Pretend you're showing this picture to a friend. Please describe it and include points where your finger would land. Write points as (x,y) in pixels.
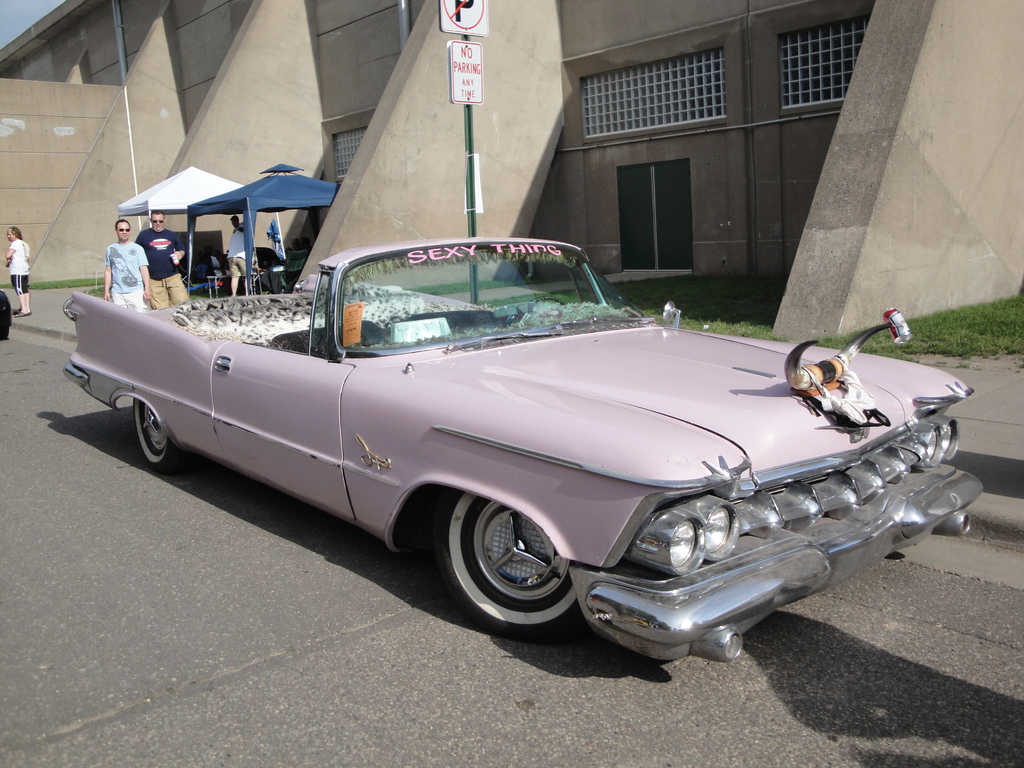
In this image there is a car (512,391) on the road (220,485). At the backside of the car (157,313) there are persons (140,253) standing on the road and we can see signal board (477,193) beside the car (489,247). At the background (235,60) there is a building (807,94).
